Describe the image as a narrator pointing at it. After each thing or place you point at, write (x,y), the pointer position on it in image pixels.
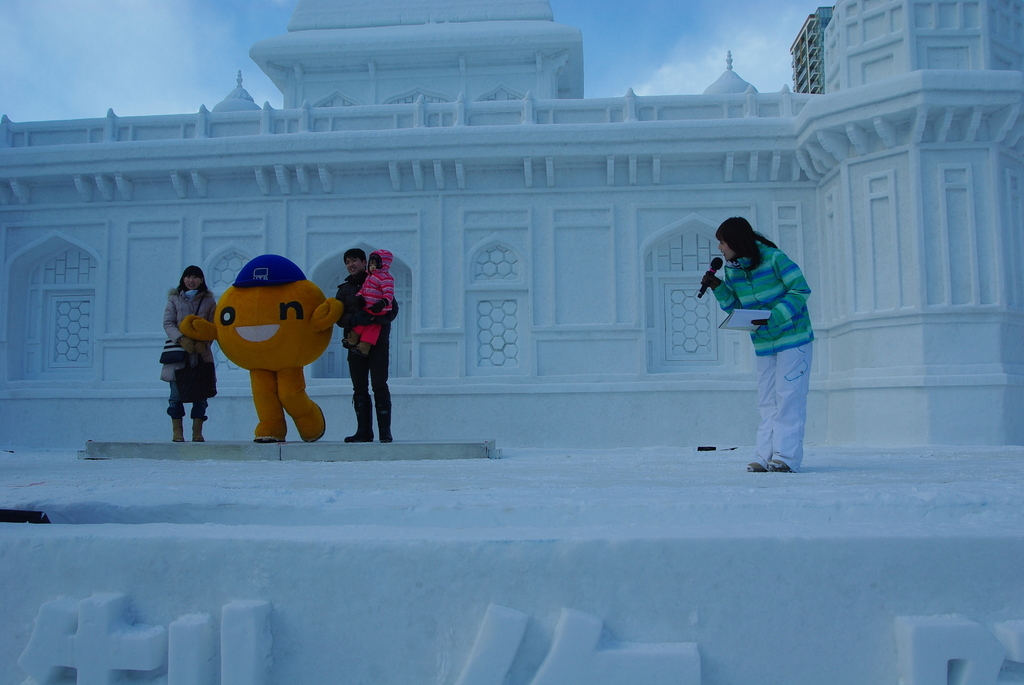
This is a picture of a building (398,179) carved with ice (262,179). In the center of the picture (350,332) there is a mascot (319,323) and people (377,339) standing. On the right (782,334) there is a woman (784,329) standing holding a book (735,315) and mic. Sky (179,73) is bit cloudy.
